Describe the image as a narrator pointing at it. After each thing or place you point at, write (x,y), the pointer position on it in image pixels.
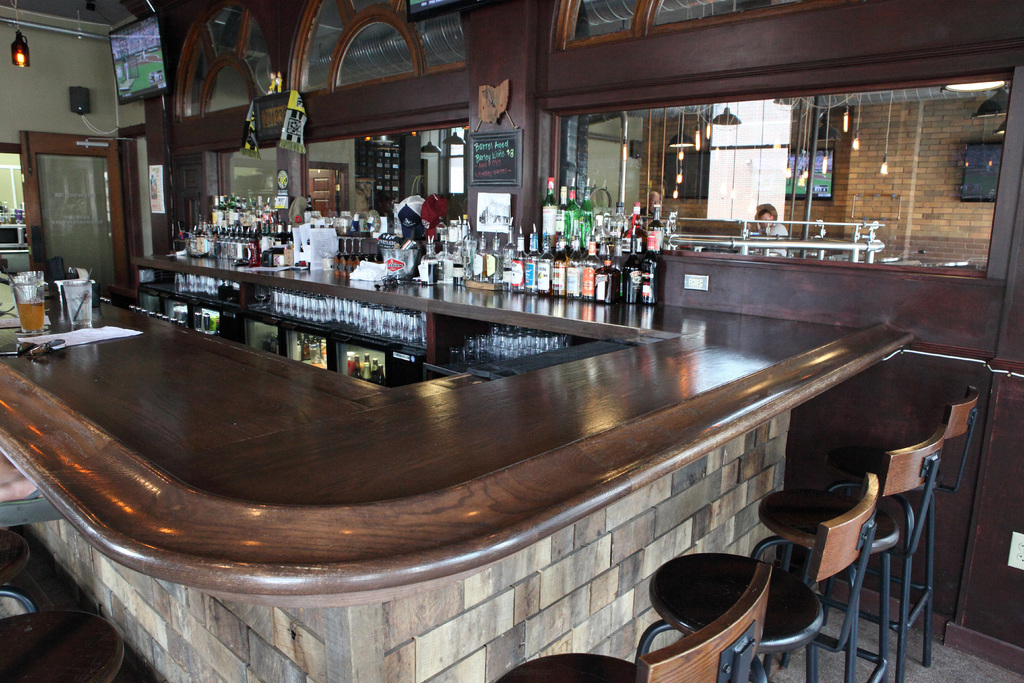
This image is taken in a bar (525,475). On the top of the wooden counter (529,434) there are many bottles (479,252). In the left (35,291) there are glasses (35,291) with straws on the counter (104,407). Image also consists of many chairs (782,511), lights (804,172). There is also a tv (143,58), a door (96,208) and also a brick wall (900,182) in the background (955,226). Person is also visible.
